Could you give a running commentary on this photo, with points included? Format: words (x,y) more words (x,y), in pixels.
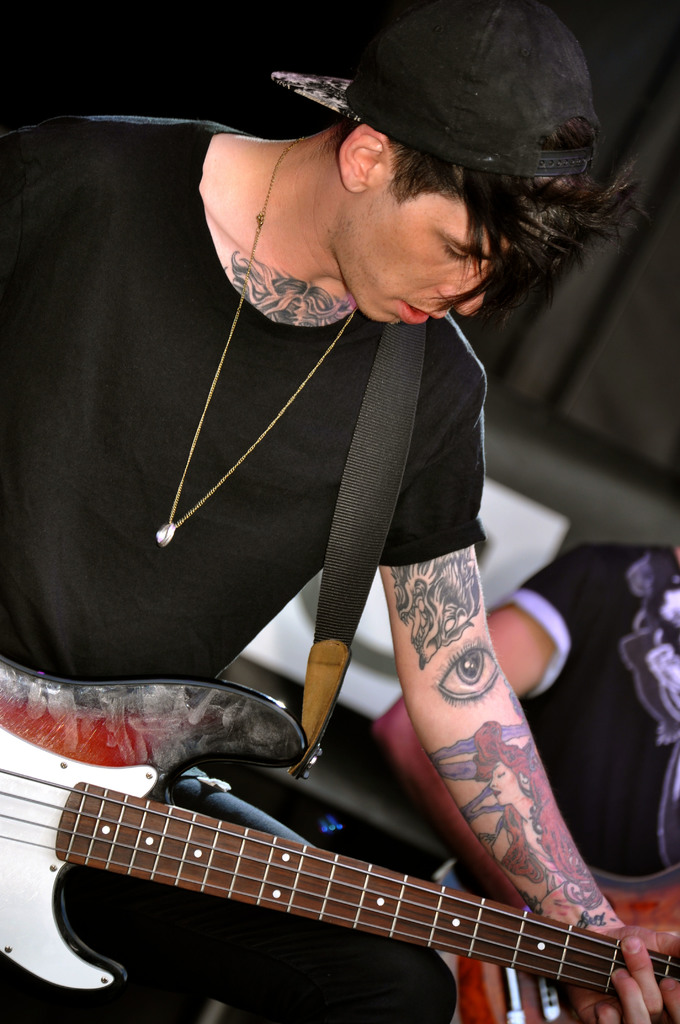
In this picture a black shirt guy (132,448) is playing a guitar (159,844) and there are many tattoos (503,781) on his body (334,313).
